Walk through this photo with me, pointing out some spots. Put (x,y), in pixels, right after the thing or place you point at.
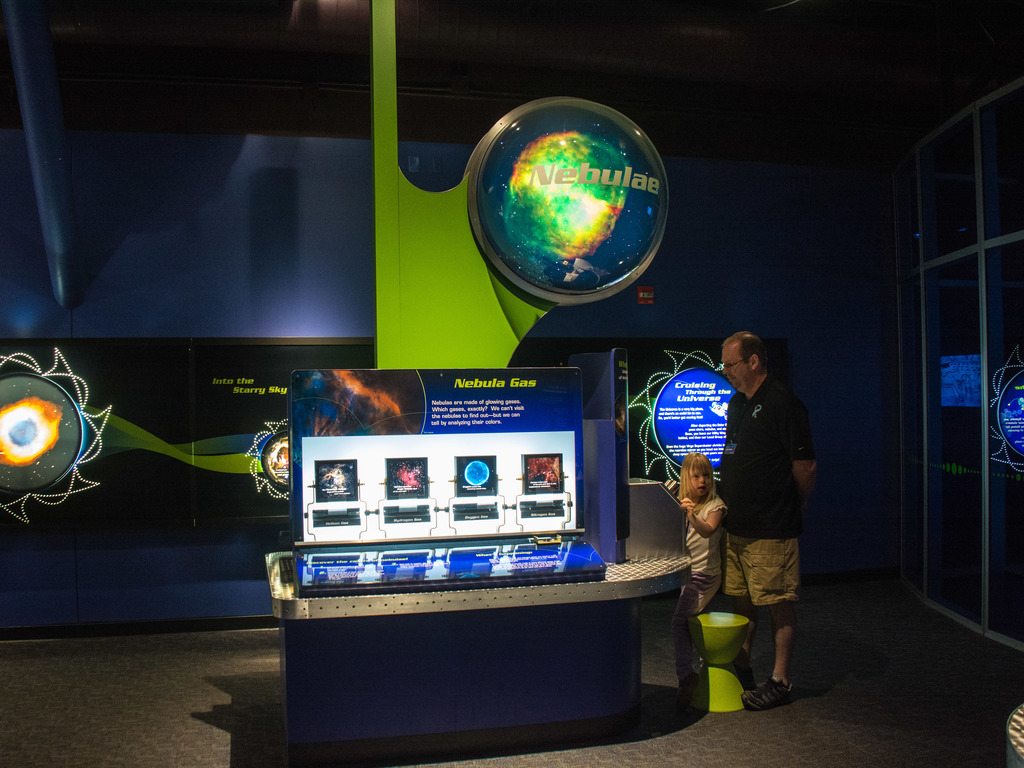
In this image we can see two people (784,499) standing, a stool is placed on the floor (49,675). In the center of the image (395,482) we can see some pictures (395,482) and text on screens (417,498). In the background (689,418), we can see a board (502,221) with some text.
